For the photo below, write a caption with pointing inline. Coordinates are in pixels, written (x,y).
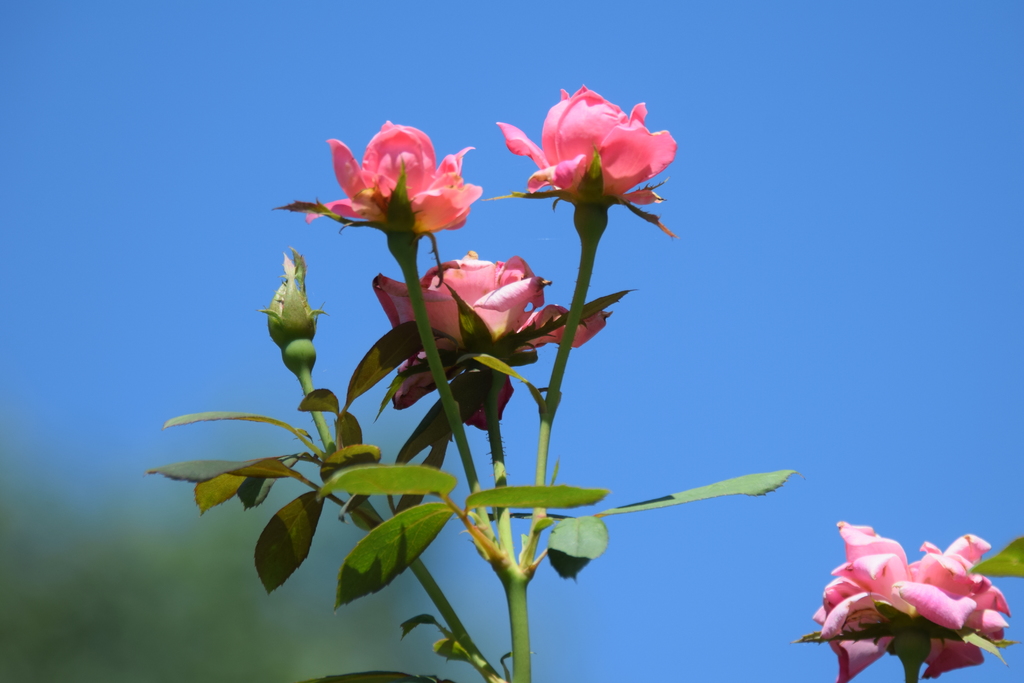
In this image we can see some rose flowers (474,426) with stem (489,520), leaves (358,479) and a bud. On the backside (262,369) we can see the sky (198,312).
